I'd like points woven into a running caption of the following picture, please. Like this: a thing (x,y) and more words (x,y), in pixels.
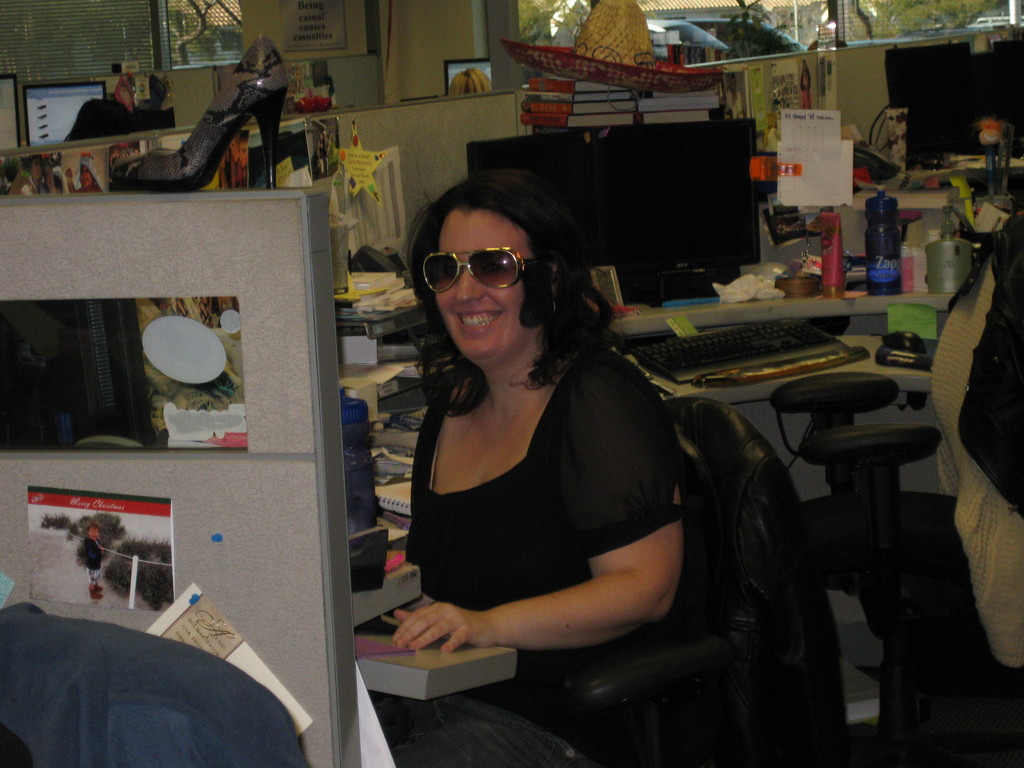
This picture shows a woman (483,524) seated on the chair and she wore spectacles (509,262) on her face (518,295) and we see books (394,282), bottles (887,237) and a monitor (658,255), keyboard (687,358), mouse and we see a shoe (141,166) and we see few posters (292,180) and we see another chair (823,477) on the side and a coat (1011,324) on it and we see a hat (581,74) on the books (545,97) and we see couple of them (110,104) seated and we see couple of monitors (88,82) and poster (333,30) on the wall (280,27) and we see blinds (32,57) to the window (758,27) and few cars (710,36) parked and we see trees (947,26).
